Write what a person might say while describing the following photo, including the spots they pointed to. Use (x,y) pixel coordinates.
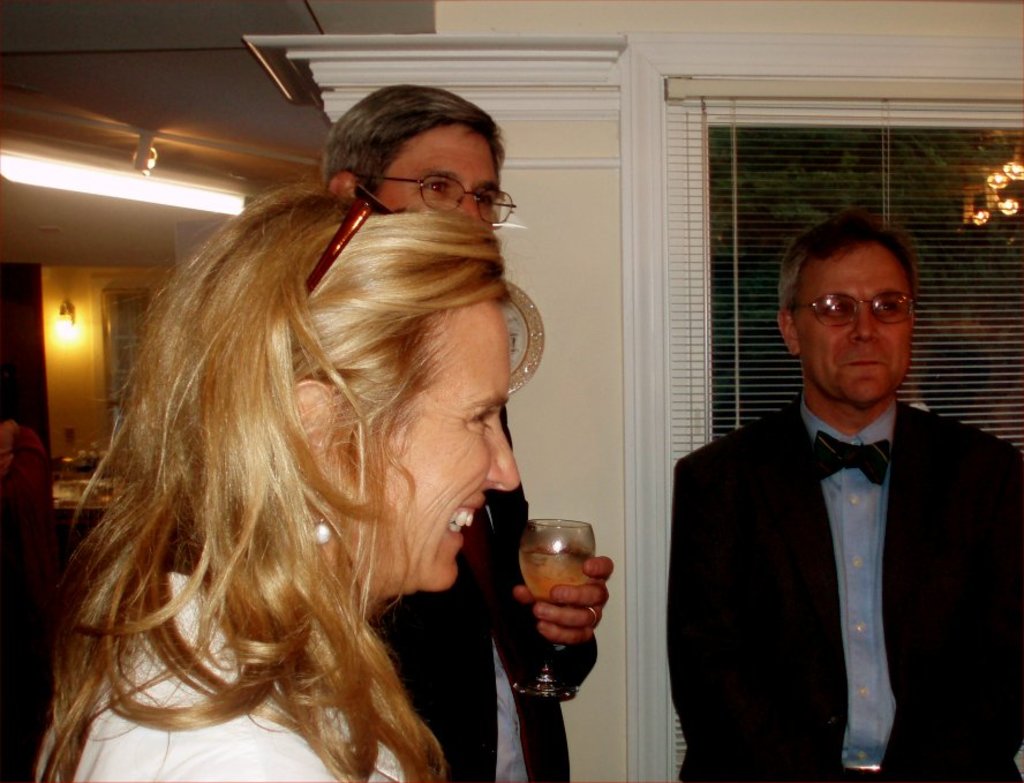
In this image i can see a woman (339,471) and 2 men (694,467) standing, and of the man (488,607) is holding a wine glass (557,526) in his hands (548,607). In the background (654,385) i can see a window (818,205), a wall (580,192) and few lights (72,303).
